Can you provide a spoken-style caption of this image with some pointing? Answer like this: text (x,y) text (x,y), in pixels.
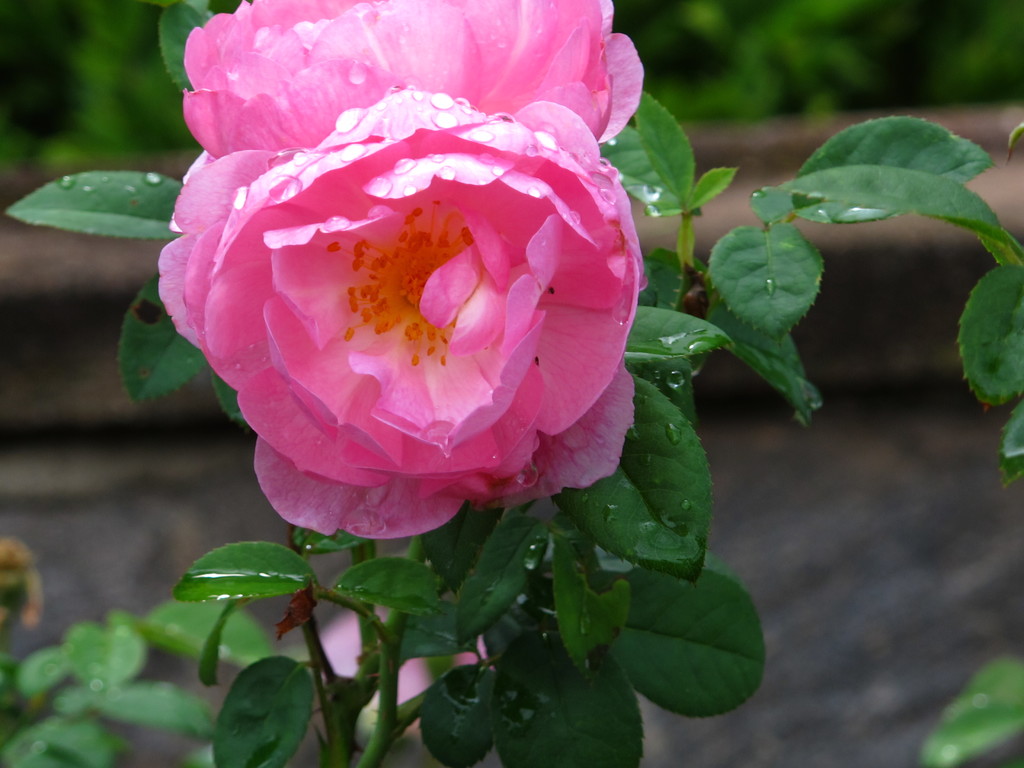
In this picture I can see flowers (448,258) to the plant (443,749) and looks like few plants (172,143) in the back (84,81).
